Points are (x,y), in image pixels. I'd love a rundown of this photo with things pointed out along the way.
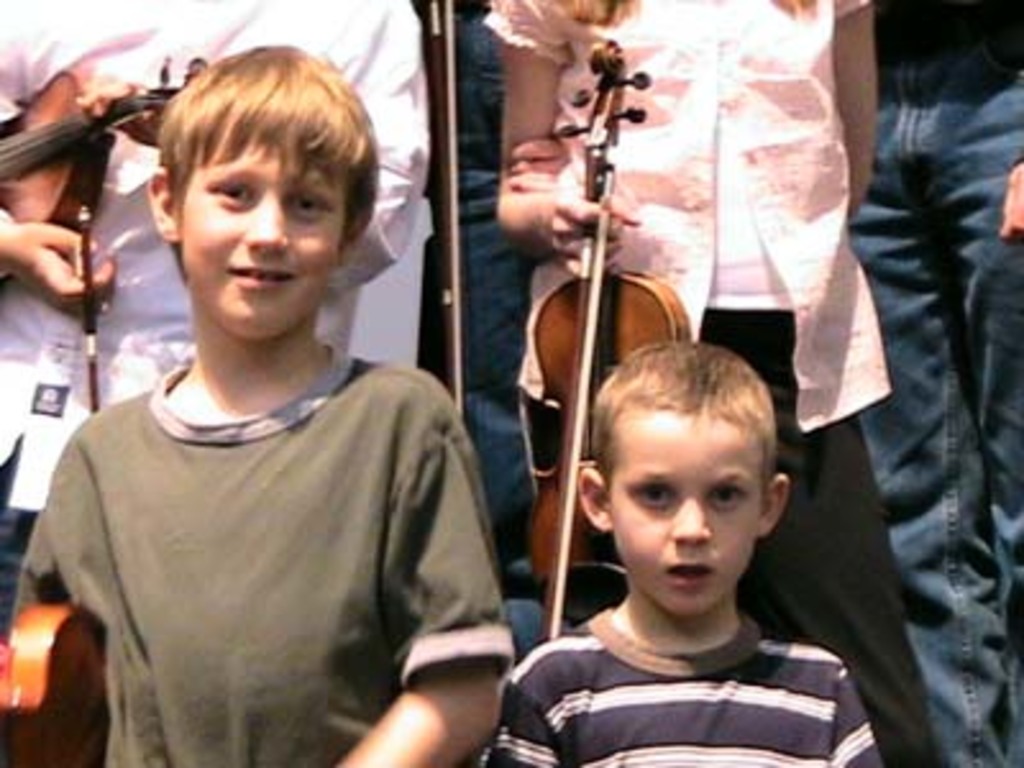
In this image, there are two kids (164,537) standing and one of them is smiling, in the background (673,214) there are some people (705,236) standing and holding the music instruments (625,324) which are in brown color.
